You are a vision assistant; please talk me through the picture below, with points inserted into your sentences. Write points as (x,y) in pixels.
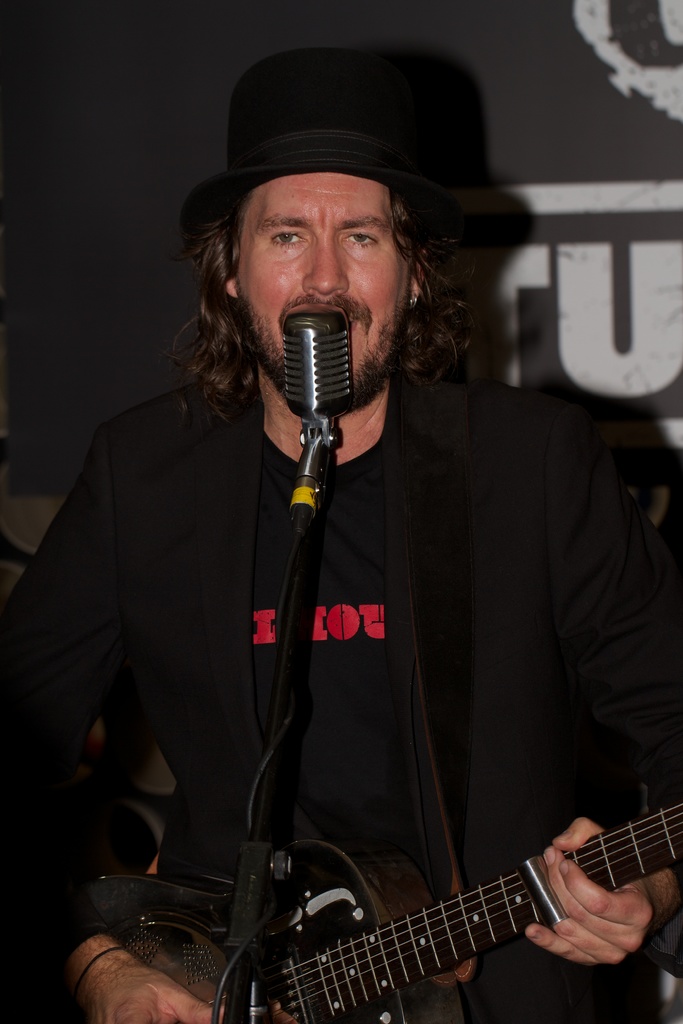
In this image i can see a person (266,468) wearing a hat (343,149), holding a guitar (335,913) and i can see a microphone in front of him.
